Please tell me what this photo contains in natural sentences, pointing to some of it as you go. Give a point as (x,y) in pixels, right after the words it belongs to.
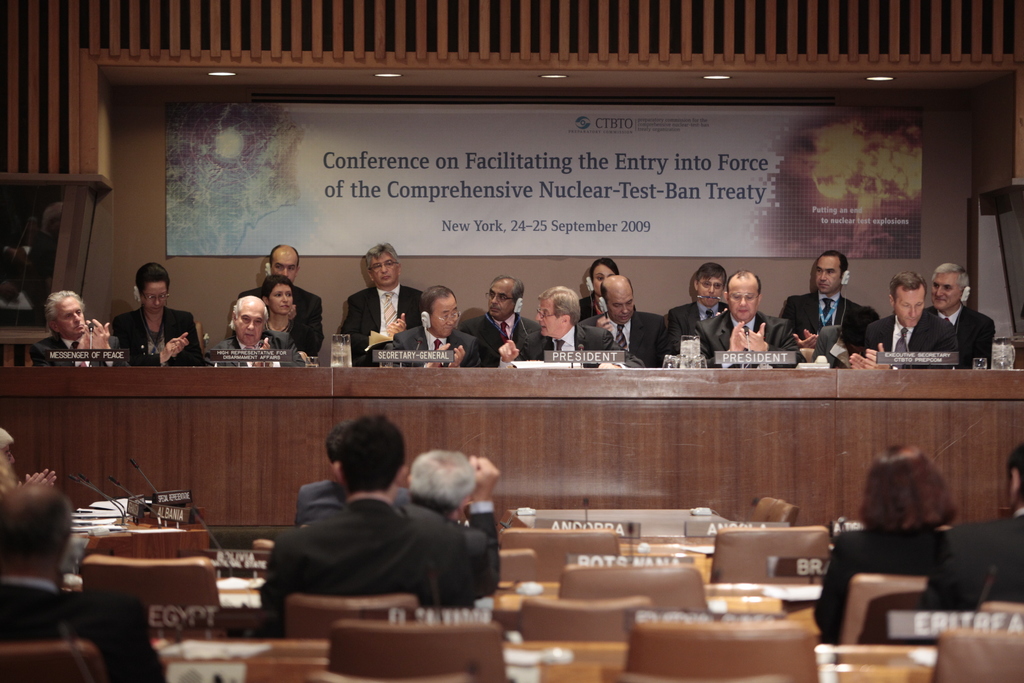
This image is taken inside a conference room (575,574). There are many people (955,288) in this room (142,488). At the top (504,182) of the image there is a board (670,115) with text (627,186). In the left side of the image (57,531) there is a man (72,595) sitting on a chair (18,669). In the middle of the image (365,441) there are few empty chairs (448,640) and a man (487,521) sitting on a chair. In the left side of the image (133,534) there is a table (114,543) which has papers (117,512) and mics (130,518) on it. In the right side of the image (930,528) two people (1022,594) are sitting on a chair (995,609). In the middle of the image (470,369) there is a table (54,381) with name boards (924,355) and a glass (336,349) with water (343,365).
